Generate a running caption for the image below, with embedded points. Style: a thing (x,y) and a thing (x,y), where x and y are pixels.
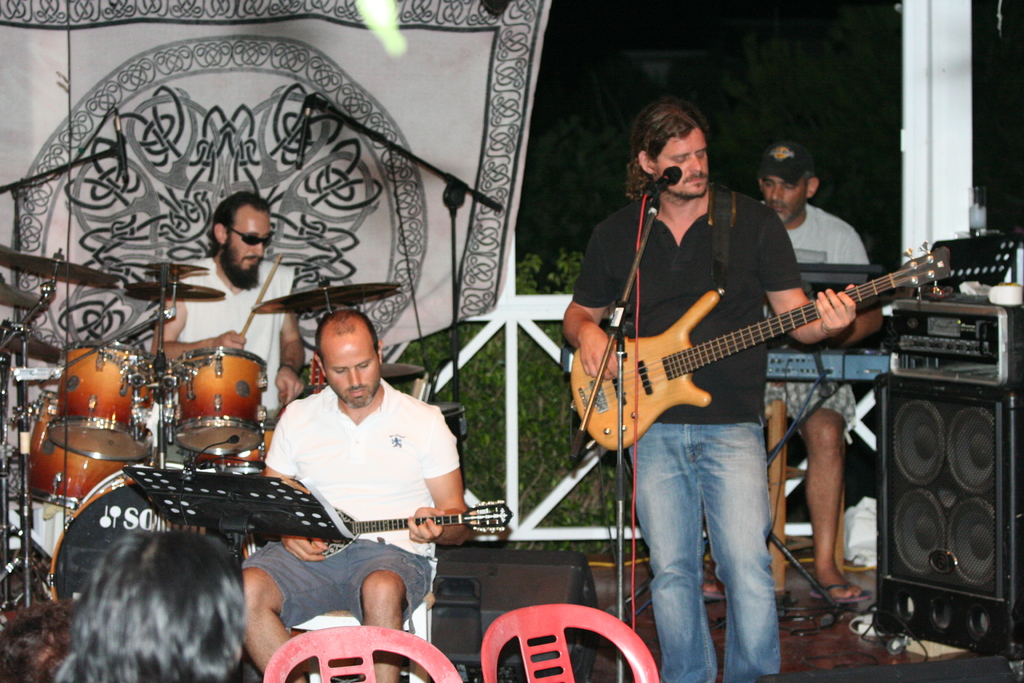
In this picture we can see four men (374,423) where one is standing holding guitar (618,423) in his hand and playing it and singing on mic (664,174) others are playing drums (178,362), piano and in front of them we can see chairs (559,645), one person (168,555).
